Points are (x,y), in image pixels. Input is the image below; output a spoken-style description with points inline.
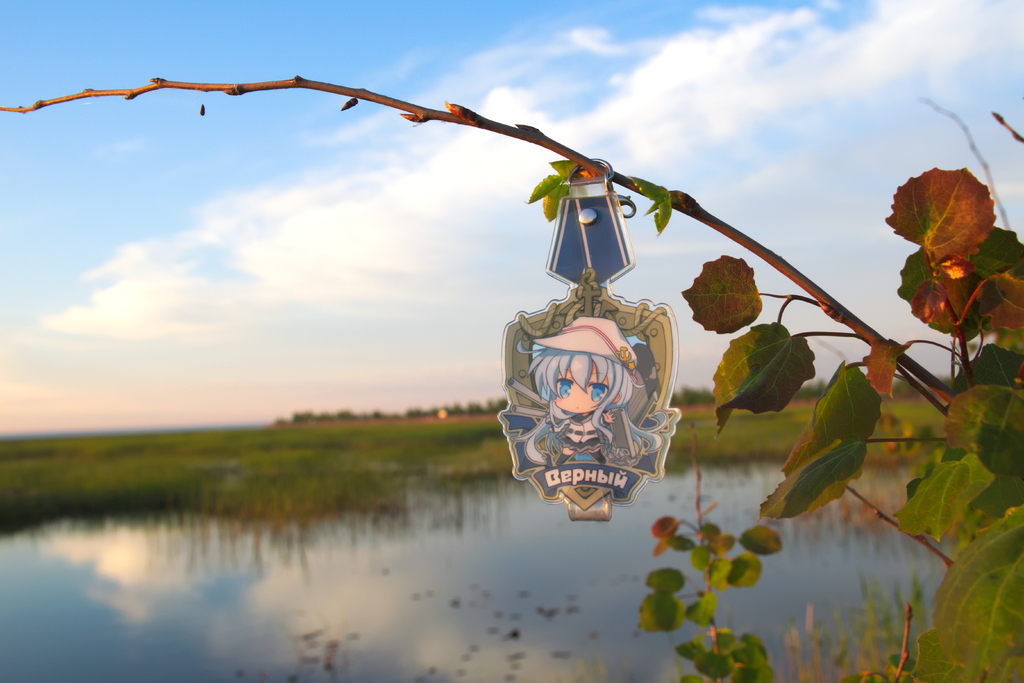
This image is taken outdoors. At the top of the image (166,164) there is the sky (692,160) with clouds (331,236). At the bottom of the image (308,596) there is a pond (165,600) with water (412,610). In the background (335,497) there is a ground (360,463) with grass (477,422) on it and there are few trees (463,407) on the ground (459,429). On the right side of the image (810,376) there is a plant (841,423) with leaves (832,406) and stems (72,98). In the middle of the image (561,279) there is a keychain (610,207) on the stem (620,175) of a plant (620,178). There is an image (578,411) of a human (588,411) on the keychain (586,399) and there is a text (581,478) on it.
